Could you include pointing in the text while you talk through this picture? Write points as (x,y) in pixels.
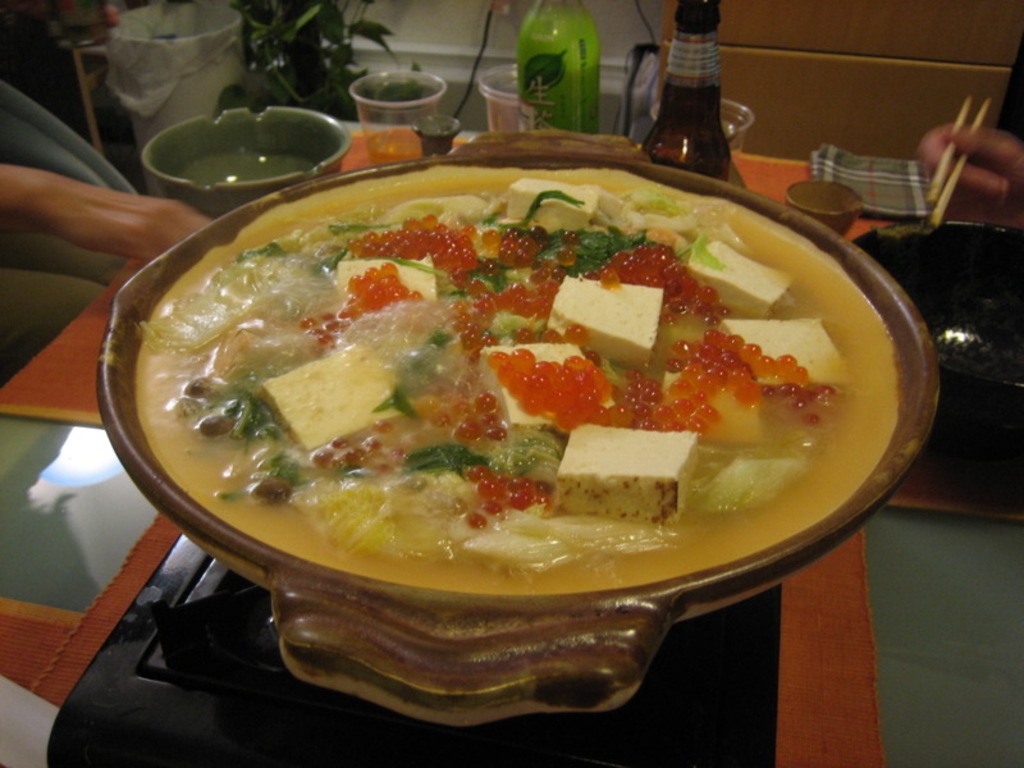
Here in this picture we can see a soup (310,414) with vegetables (271,416) in it present in a bowl (543,677), which is present on the stove (184,595), on the table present over there and we can also see other bowls (318,143), glasses (381,75) and bottles (584,98) all present on the table (846,224) over there and we can see persons hands (166,247) on either side and on the top left (269,88) we can see a dustbin (193,54) and plants (248,66) present over there.
